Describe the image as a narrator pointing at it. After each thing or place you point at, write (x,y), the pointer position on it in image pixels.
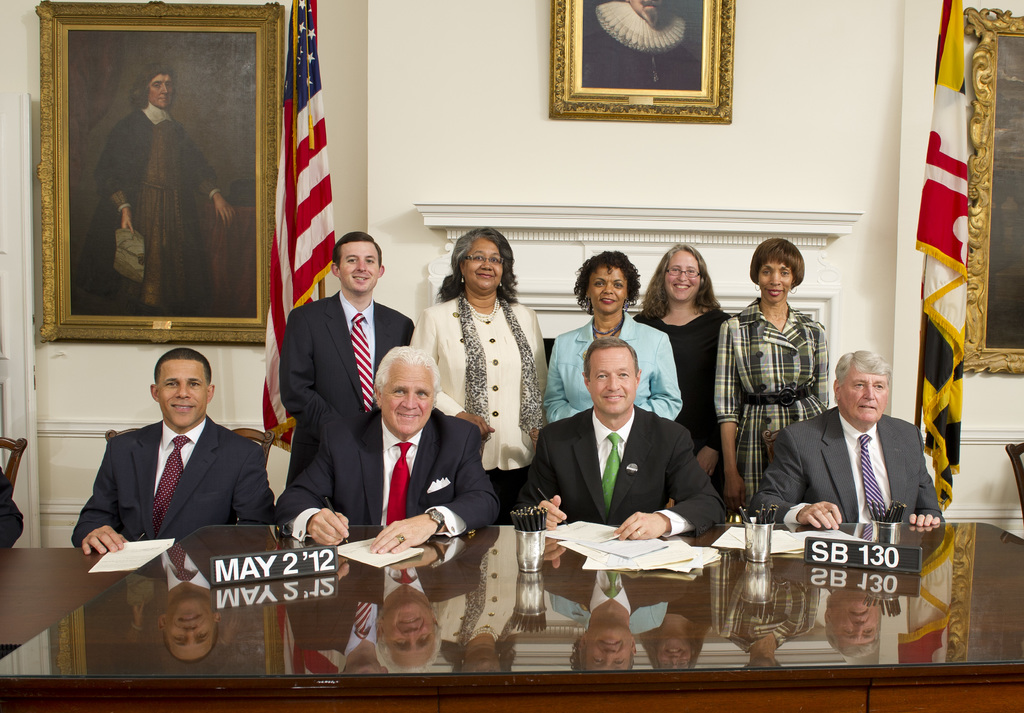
There are group of persons (500,433) standing and sitting in this image. In the front (449,452) the four persons (426,453) are sitting on the chair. On the table (520,635) there are papers (623,555), stand (763,547), name plate (807,540). In the background (381,322) there are five persons (492,312) standing and having smile on their faces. On the wall (445,109) there are frames (612,62) two flags (298,178).
